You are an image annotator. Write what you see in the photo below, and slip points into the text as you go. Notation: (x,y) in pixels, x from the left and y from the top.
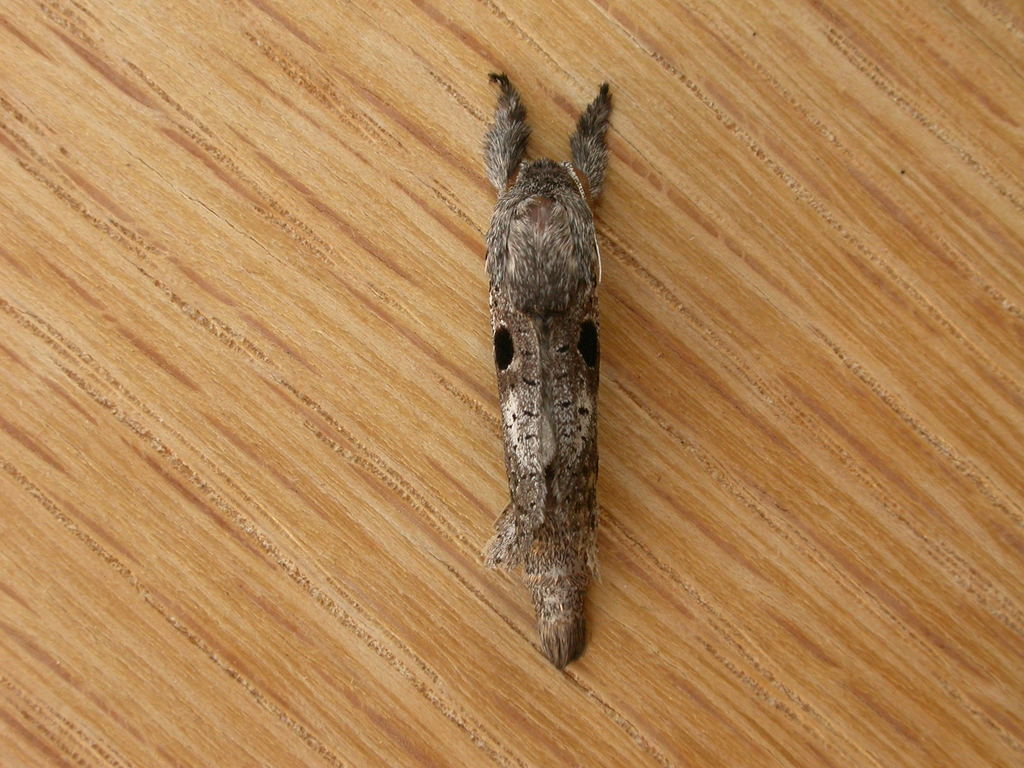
In the picture I can see an insect (561,267) on the wooden block (698,295).
